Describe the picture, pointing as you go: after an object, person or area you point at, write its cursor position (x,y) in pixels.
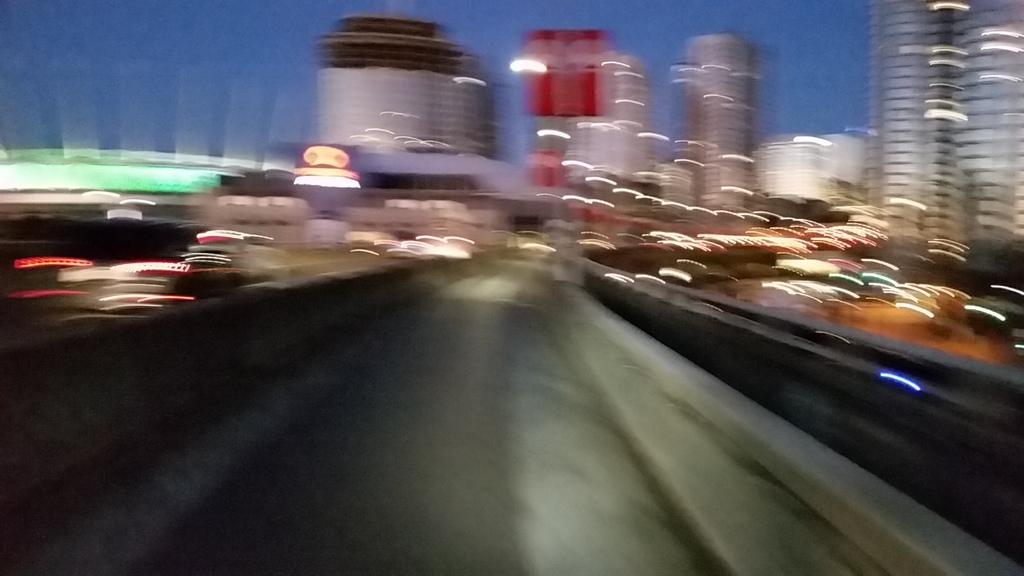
In this image we can see road (491,394), buildings (828,163), vehicles (127,235) and sky (198,54).
